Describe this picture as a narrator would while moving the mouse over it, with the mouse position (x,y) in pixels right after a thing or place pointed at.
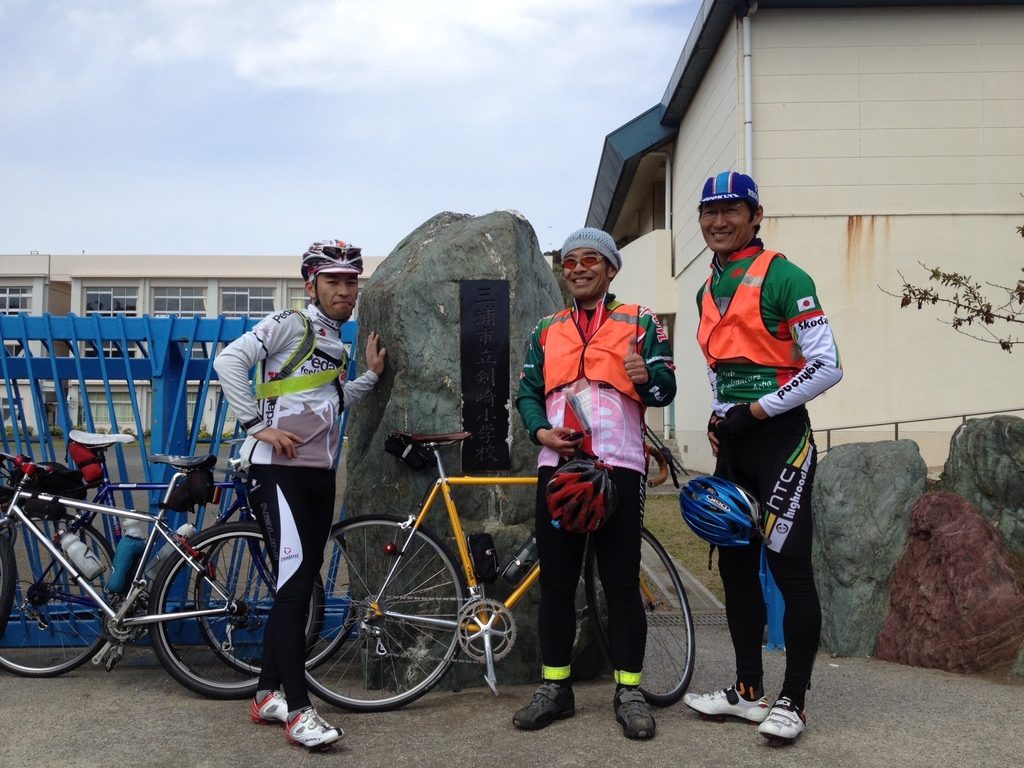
There are three men (322,422) standing. These are the bicycles (388,547), which are parked. These look like the rocks (470,489). I can see the buildings (299,274) with windows (88,302). This looks like a branch (963,299) with leaves (962,293). These are the water bottles (139,547), which are attached to the bicycles (151,543).
